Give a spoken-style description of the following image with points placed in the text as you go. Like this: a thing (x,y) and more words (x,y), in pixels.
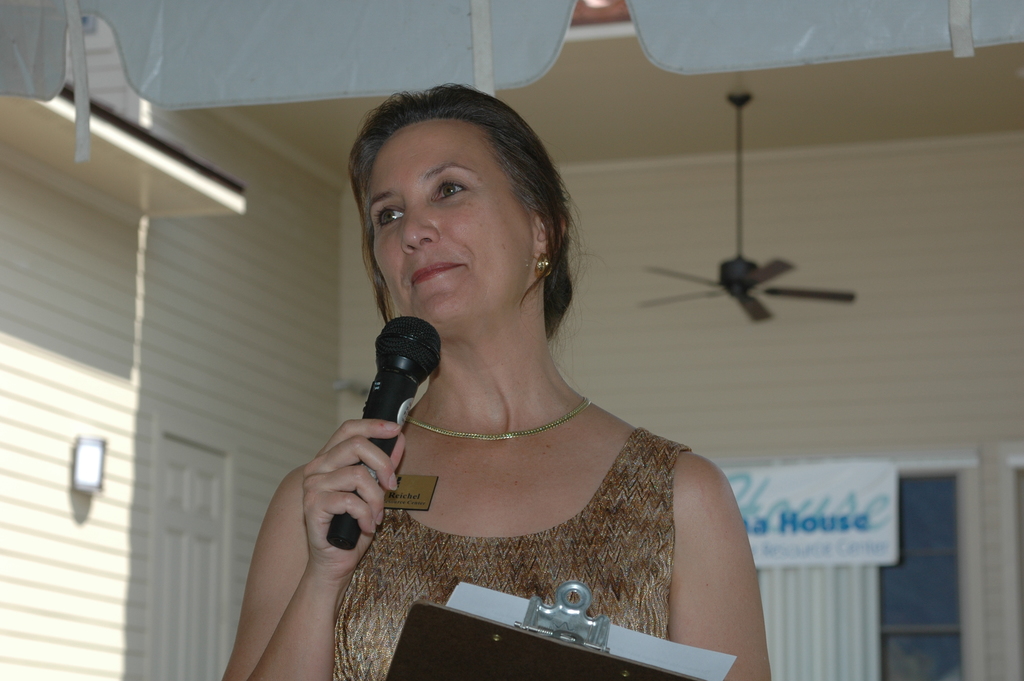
In this given picture there is a woman (462,492), holding a mic (395,382) and smiling. There are some papers (667,655) in her hand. In the background (859,415) there is a fan (748,292) and a wall (667,342) here.
